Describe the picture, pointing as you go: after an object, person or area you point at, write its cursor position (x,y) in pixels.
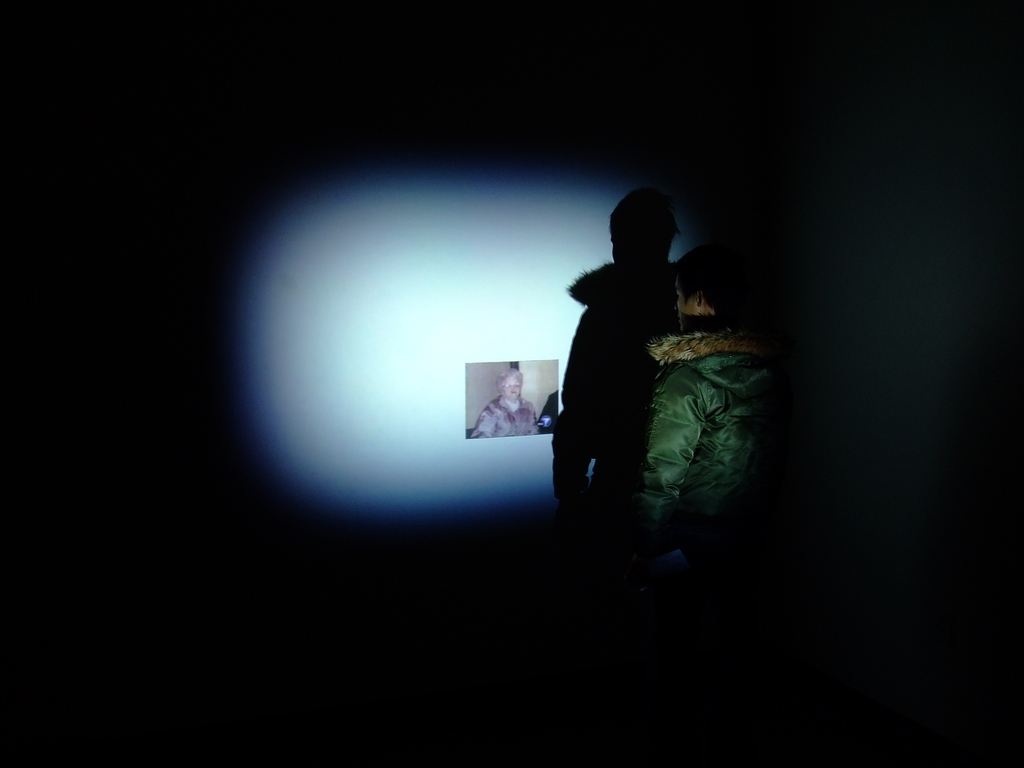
This is an image clicked in the dark. In the middle of the image (681,375) I can see a person (700,440) wearing a jacket (691,441) and standing in front of the wall (532,295). In the wall (503,404) I can see a photo (510,394) is attached.
